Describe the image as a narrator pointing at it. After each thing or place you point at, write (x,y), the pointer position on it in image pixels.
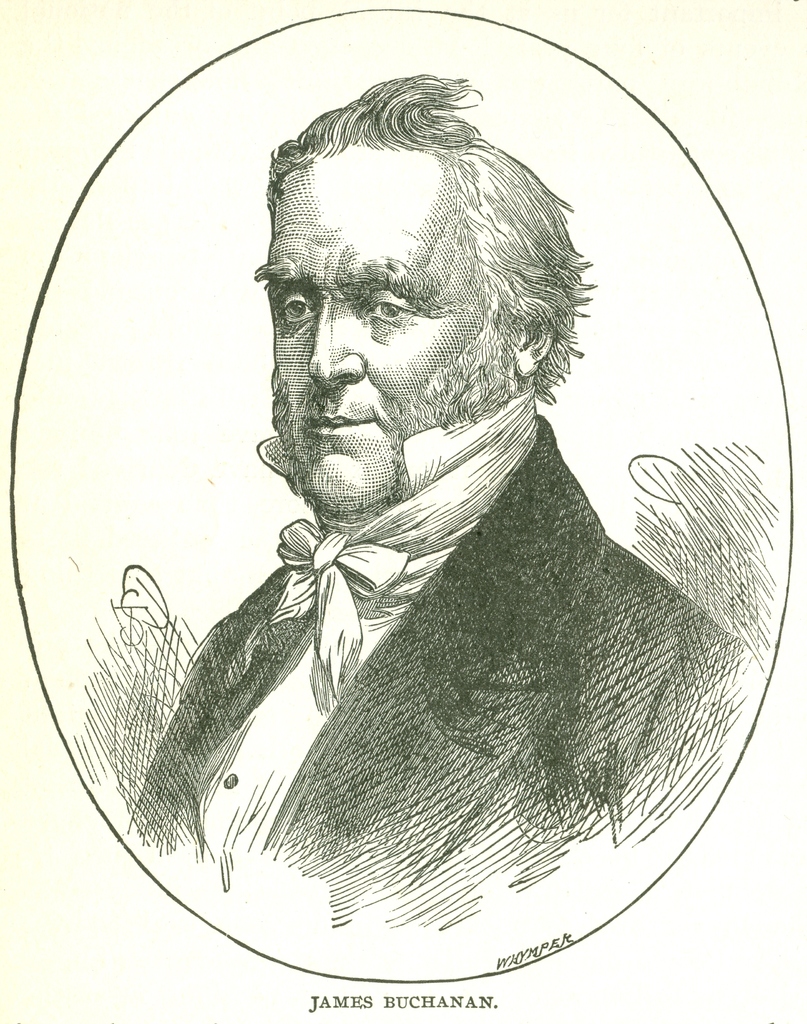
In the center of the image (270,360) we can see a drawing (232,372), in which we can see one person (443,579) and some text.
